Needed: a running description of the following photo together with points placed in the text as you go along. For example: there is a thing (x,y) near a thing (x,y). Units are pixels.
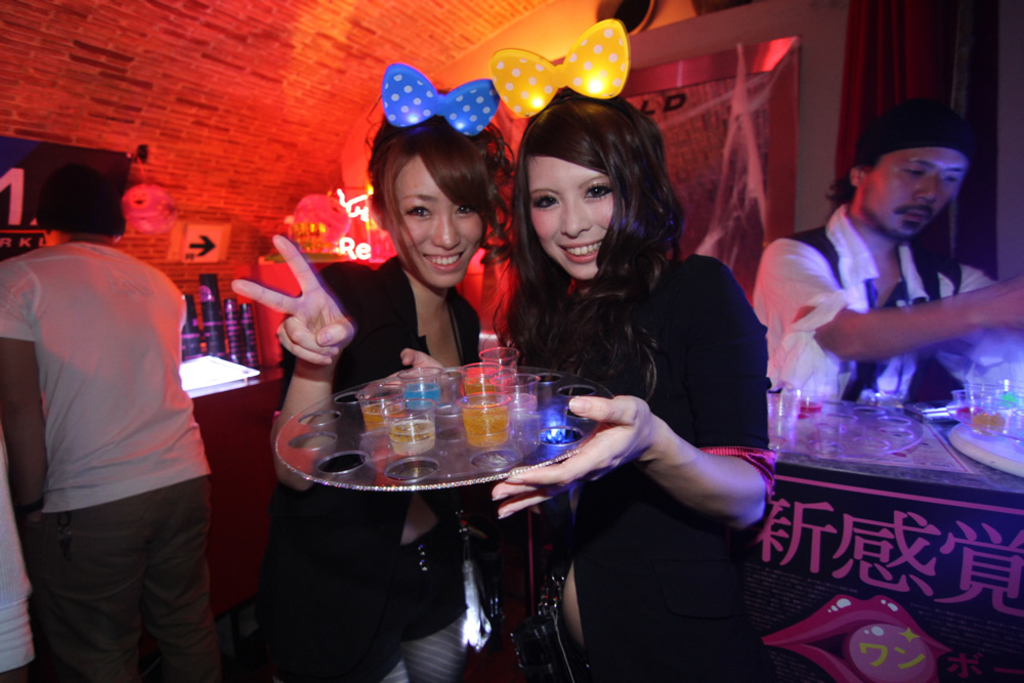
In this image I can see few people (457,311) standing. In front (702,277) the person (696,362) is holding the tray (471,458) and I can see few glasses (403,449) in the tray (484,452). In the background (793,88) I can see few lights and few objects (657,105).
